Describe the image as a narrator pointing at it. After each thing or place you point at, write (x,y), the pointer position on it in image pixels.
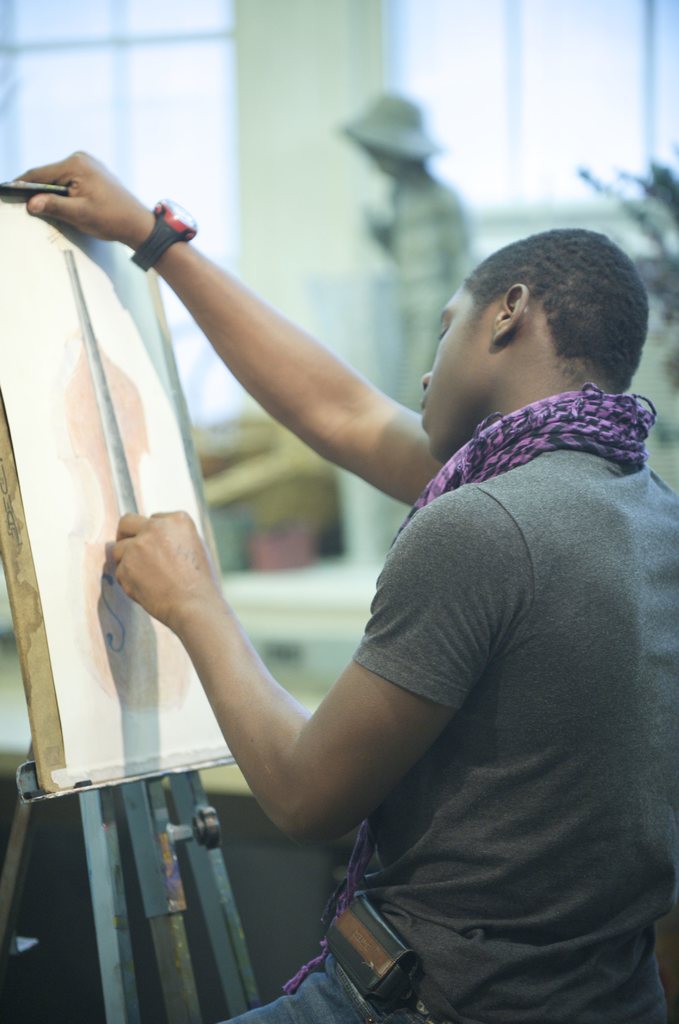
In this image there is a man (525,445) with stole (594,385) and wearing a watch (161,215) is holding a drawing board (167,735) present in the image. In the background (417,20) there are two windows (414,59) and also a person (418,143) with a hat (377,101).
